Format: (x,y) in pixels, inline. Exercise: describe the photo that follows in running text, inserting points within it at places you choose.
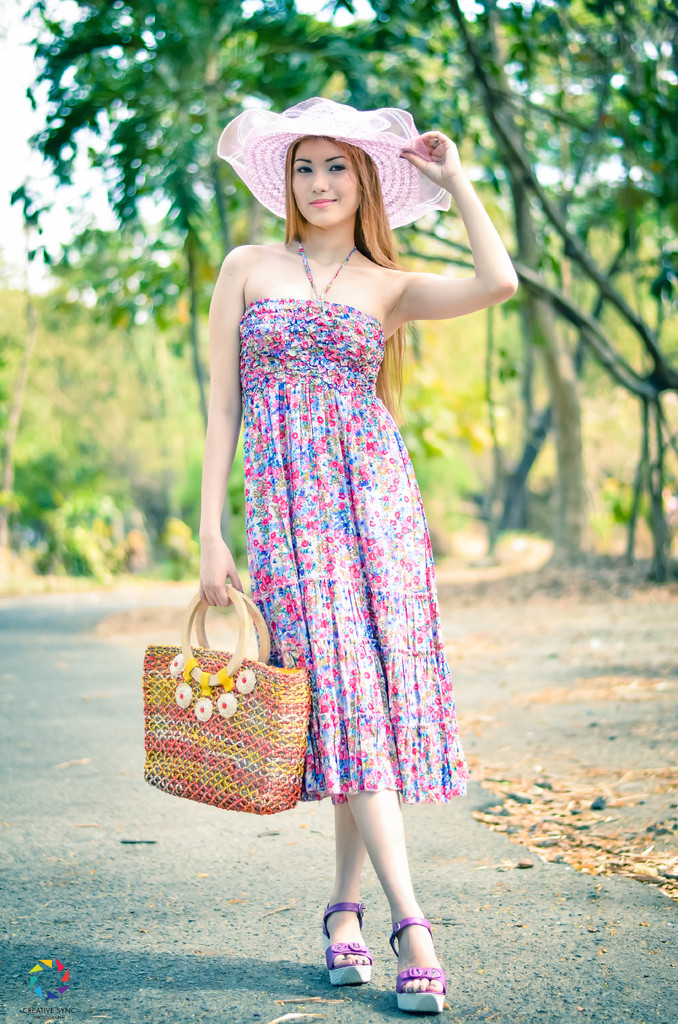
In the image there is a woman (422,663) wearing a pink color hat (314,126) and she is holding a basket (179,754) on her right hand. In background (252,15) there are some trees (572,66) and sky (6,104) is on top (8,124), at bottom (30,823) there is a road (48,825) which is in black color.
